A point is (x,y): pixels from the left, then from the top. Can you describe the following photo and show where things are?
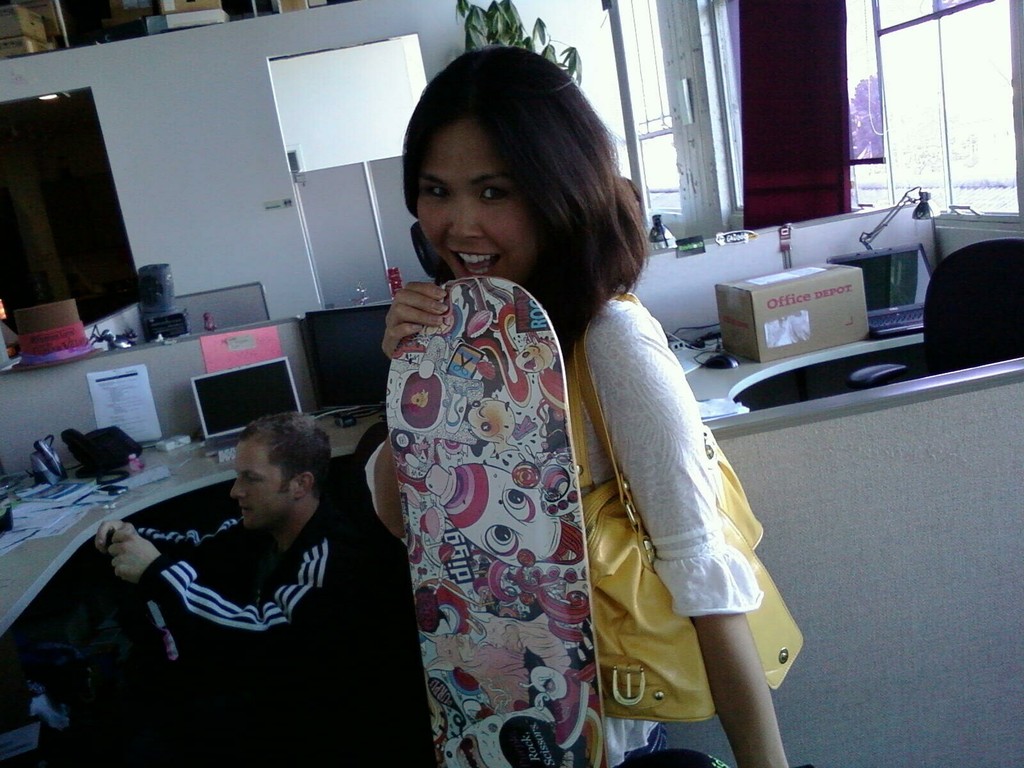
In this image I can see a woman (668,342) who is standing in front (468,108) and I see that she is holding a thing (451,396) in her hand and I see a man (102,534) behind her and I see the desks (7,611) on which there are laptops (283,377) and a monitor screen (326,339) and there are many more things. In the background (10,258) I see the window (1007,15), a door (341,109) and a plant (487,26) and few more things (0,307).
